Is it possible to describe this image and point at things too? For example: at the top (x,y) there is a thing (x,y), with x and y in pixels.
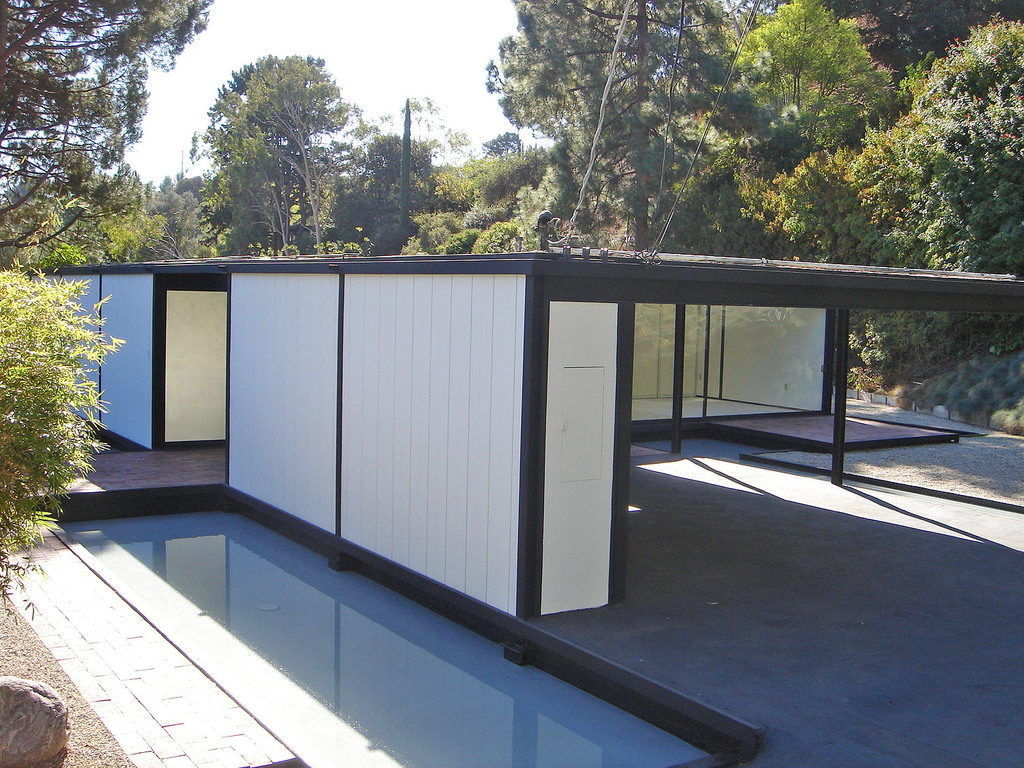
In this image we can see there is a house (600,306) and a rope (574,213). At the side there is a glass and a stone (22,686). At the back (513,105) there are trees (310,61) and a sky (469,42).
